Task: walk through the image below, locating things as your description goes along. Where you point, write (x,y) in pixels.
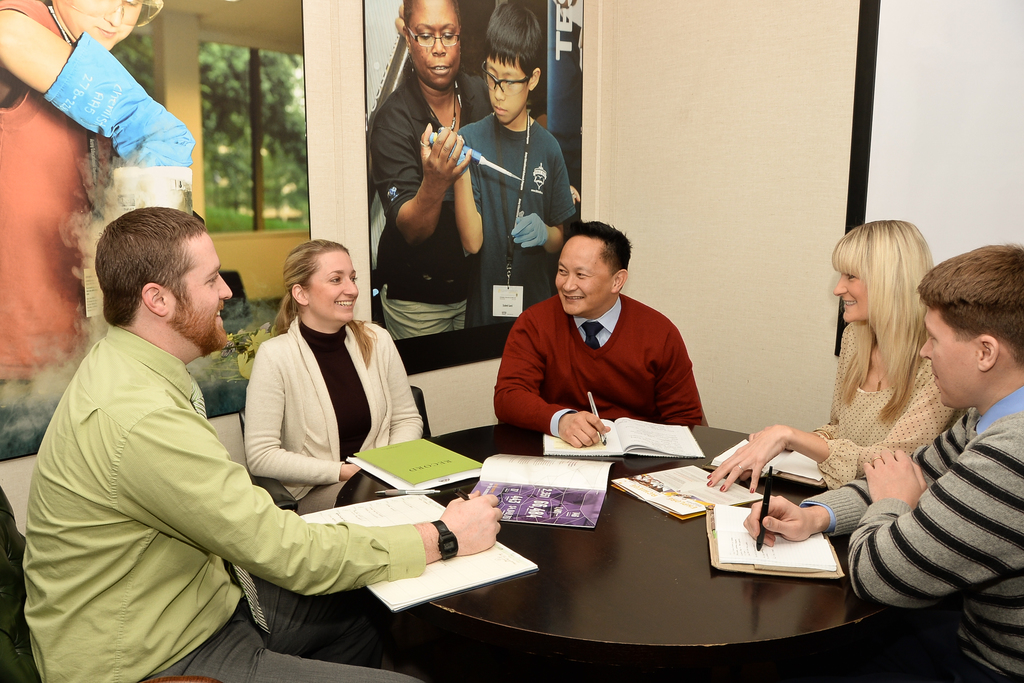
Here we can see a group of people (249,482) sitting on chairs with table (698,433) in front of them and they are discussing something and writing in the books (561,511) present in front of them and behind them we can see some posters (429,220) present.
